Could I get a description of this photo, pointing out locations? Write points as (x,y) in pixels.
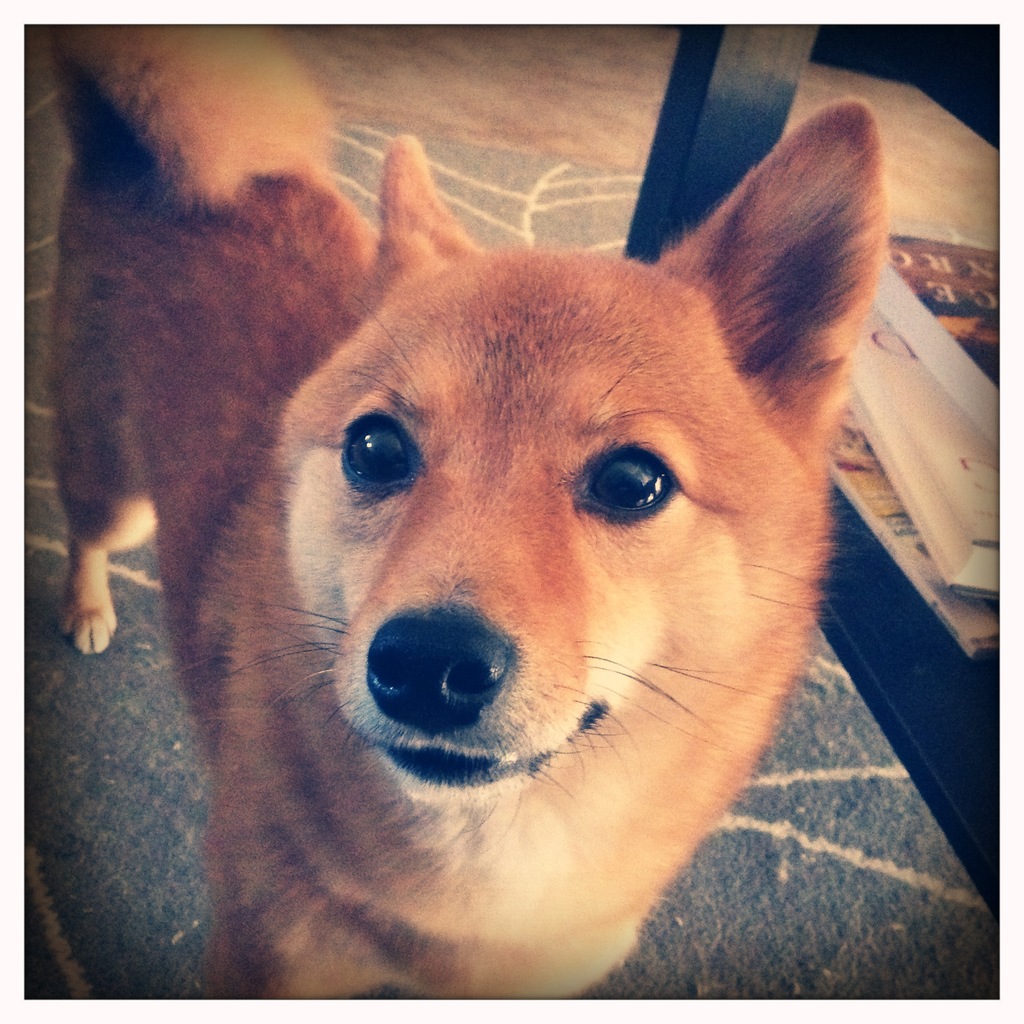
In this picture we can see a dog (352,832) on a mat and this mat (735,806) is placed on a floor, here we can see a wooden object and books (914,441).
